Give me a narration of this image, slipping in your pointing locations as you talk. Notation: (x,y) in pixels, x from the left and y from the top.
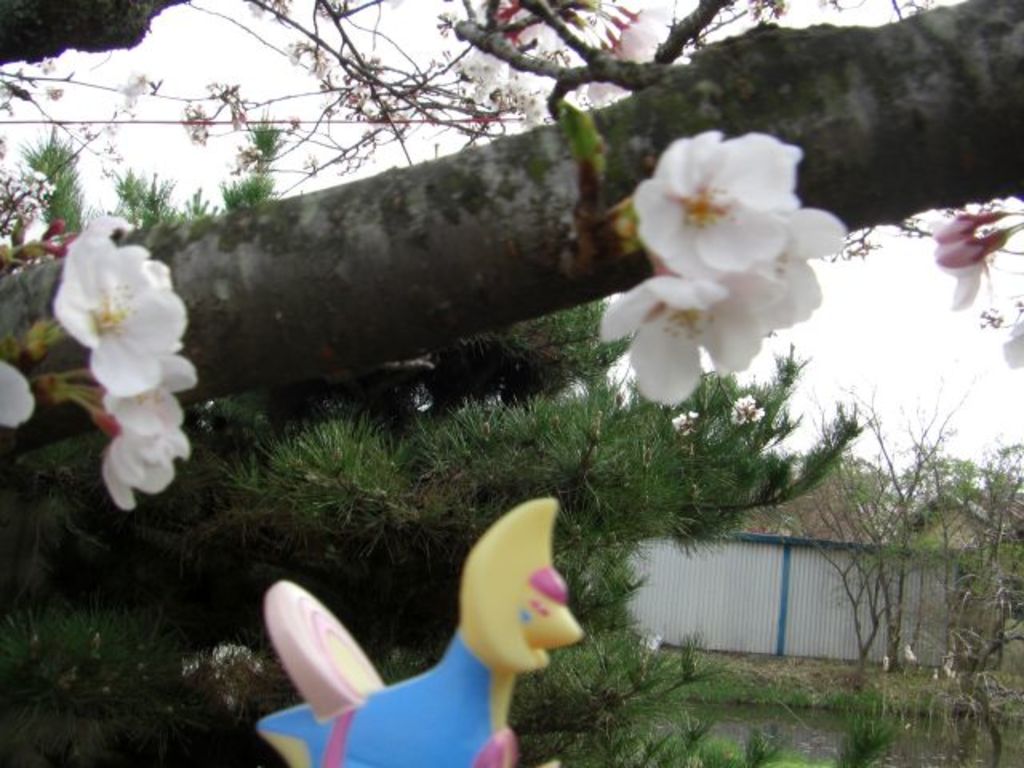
In this picture we can see a toy (407,752) and a tree branch (1023,129) with flowers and in the background (428,567) we can see trees (434,533), shed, wall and the sky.
